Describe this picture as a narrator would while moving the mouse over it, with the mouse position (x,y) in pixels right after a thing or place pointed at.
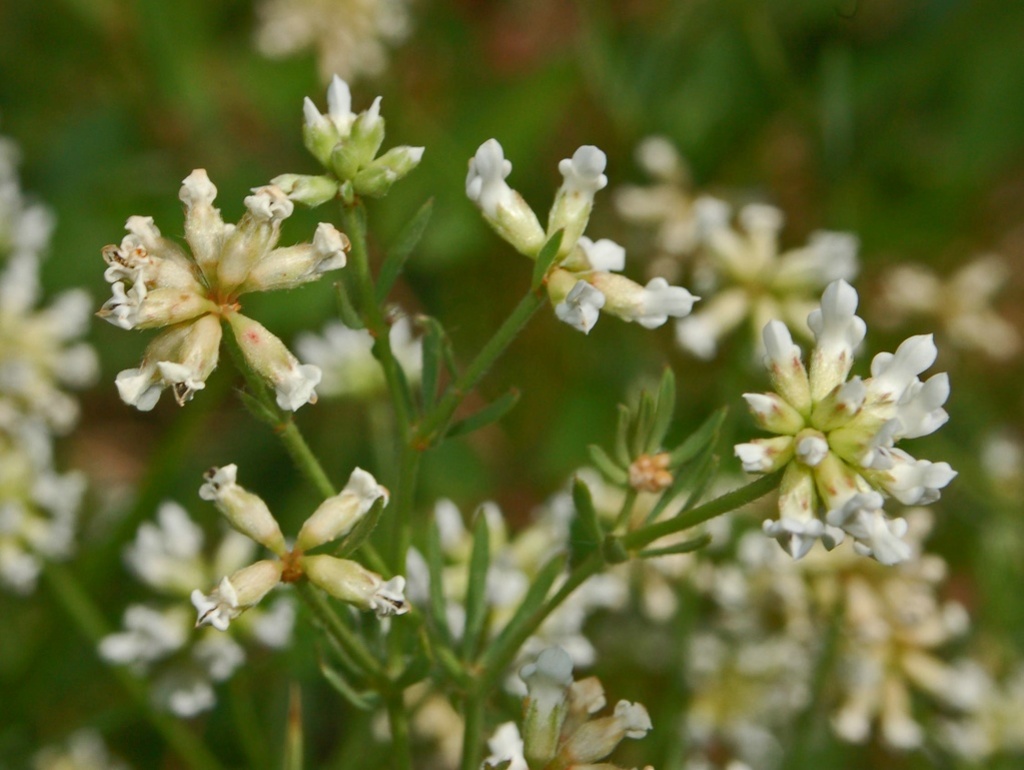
In this image we can see a plant (492,404) with some bunch of flowers (504,545) to it.
